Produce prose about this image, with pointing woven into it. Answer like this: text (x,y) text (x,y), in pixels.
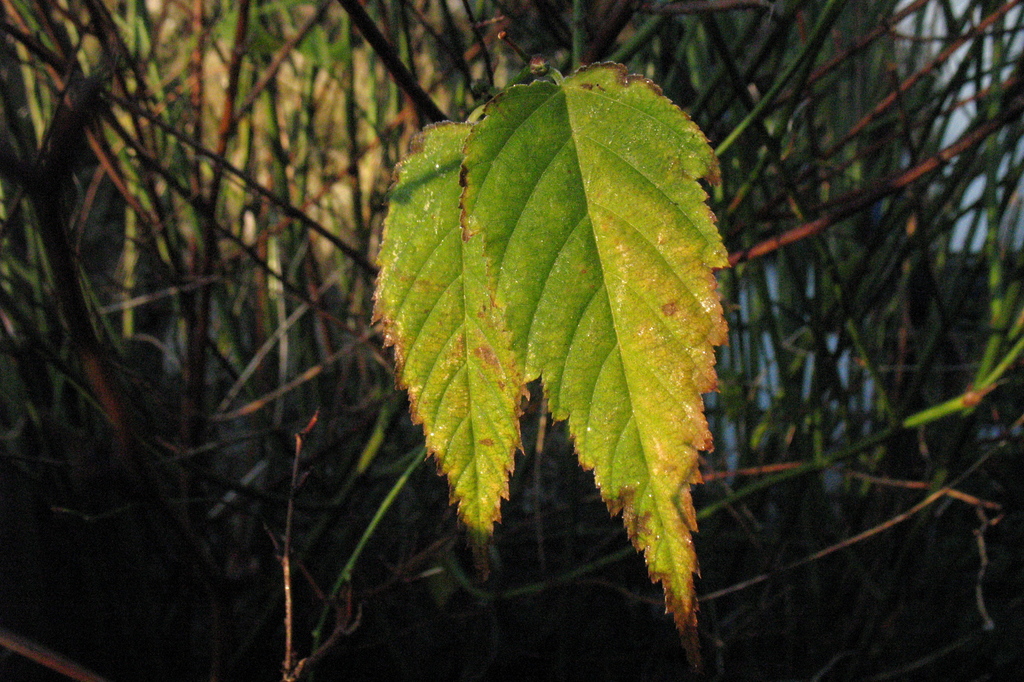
In this image in the front (548,318) there are leaves (541,325). In the background (847,281) there are branches (233,235) of plants (394,73).
